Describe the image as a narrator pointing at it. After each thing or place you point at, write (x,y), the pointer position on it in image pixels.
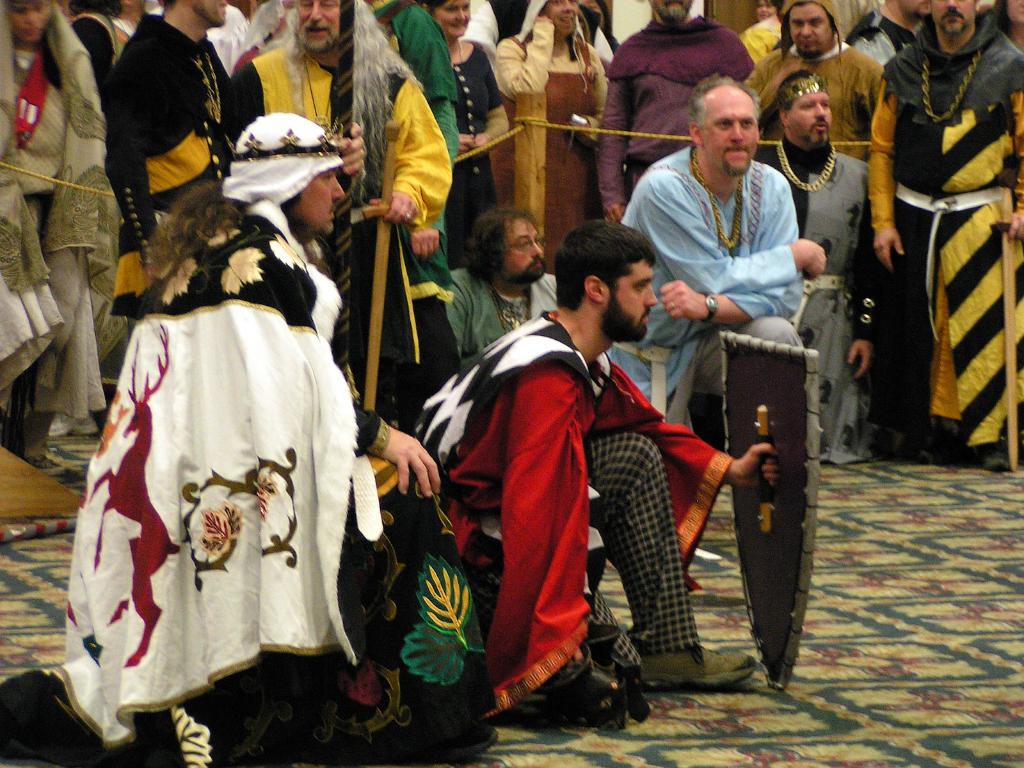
In this image in front (184,663) there are people (491,568) sitting on the mat (859,685). Behind them there are few other people (560,98). There is a fence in the center of the image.
